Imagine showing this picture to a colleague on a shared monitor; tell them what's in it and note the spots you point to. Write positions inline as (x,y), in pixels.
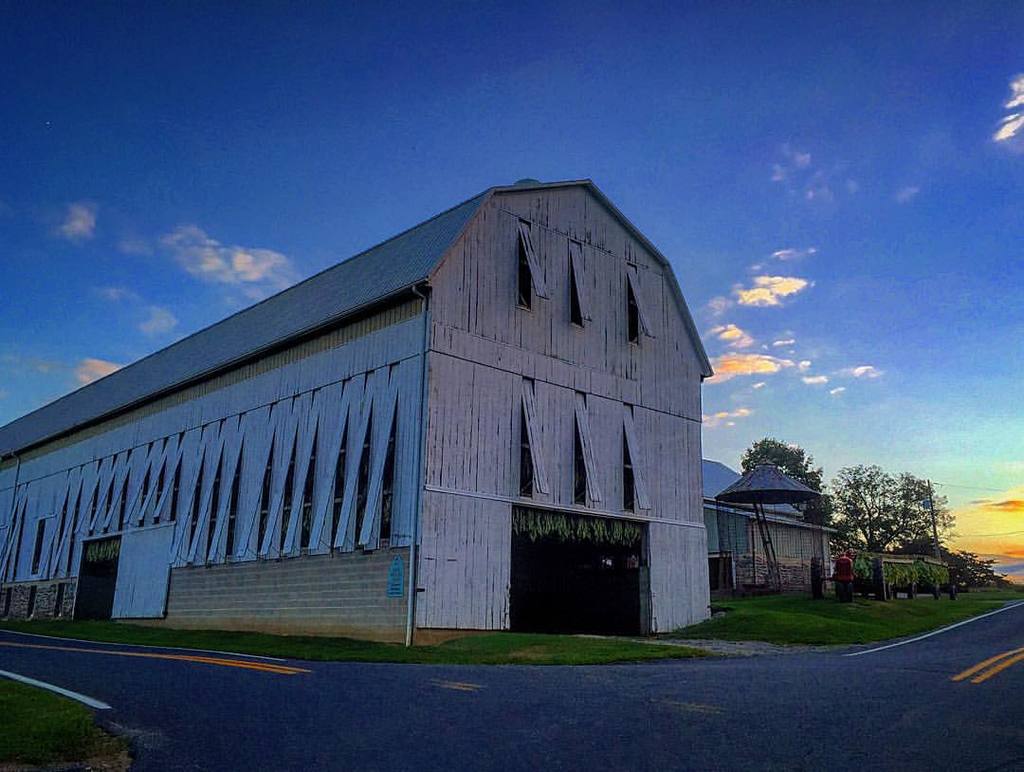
In the picture we can see a huge shed (35,427) to it, we can see a shutter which is opened and beside the shed (29,438) we can see one more shutter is opened and near the shed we can see some grass path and a road (899,691) and beside the shed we can also see some houses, trees (918,534), poles (936,548), and in the background (748,316) we can see a sky (762,429) with clouds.
